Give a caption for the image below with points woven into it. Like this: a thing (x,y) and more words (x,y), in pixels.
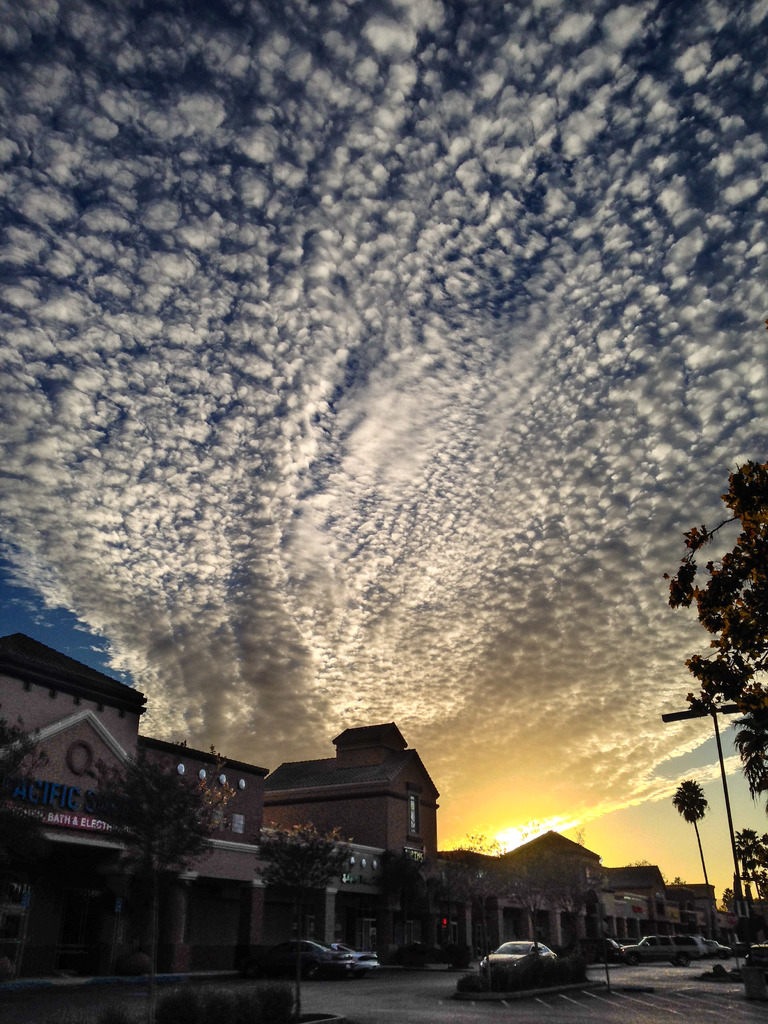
In this image we can see the clouds (172,559) in the sky (163,698). And we can see the many buildings (318,891). And we can see the trees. And we can see the vehicles (489,961) on the road (648,978).
